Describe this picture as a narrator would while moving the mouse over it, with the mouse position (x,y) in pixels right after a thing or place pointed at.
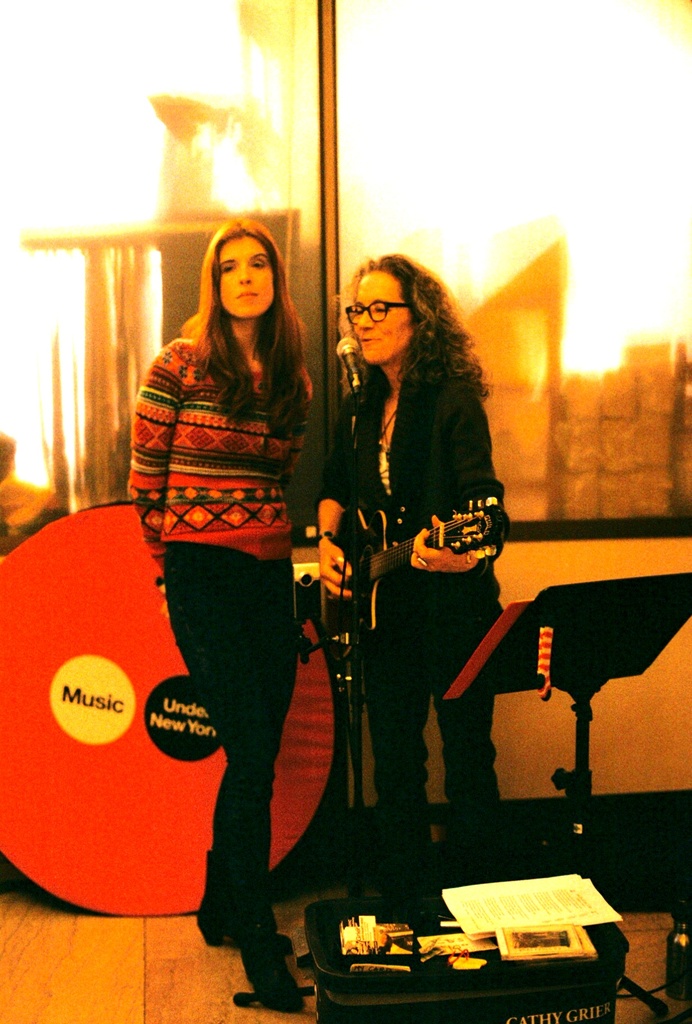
There are two women (222,489) standing in the middle of this image (279,537), and there is a glass wall (233,201) in the background (308,242). There is a Mic (359,382) as we can see in the middle of this image (354,375). There are papers (547,921) and some other objects (406,947) are kept on a table (331,996) at the bottom of this image (405,1003).
